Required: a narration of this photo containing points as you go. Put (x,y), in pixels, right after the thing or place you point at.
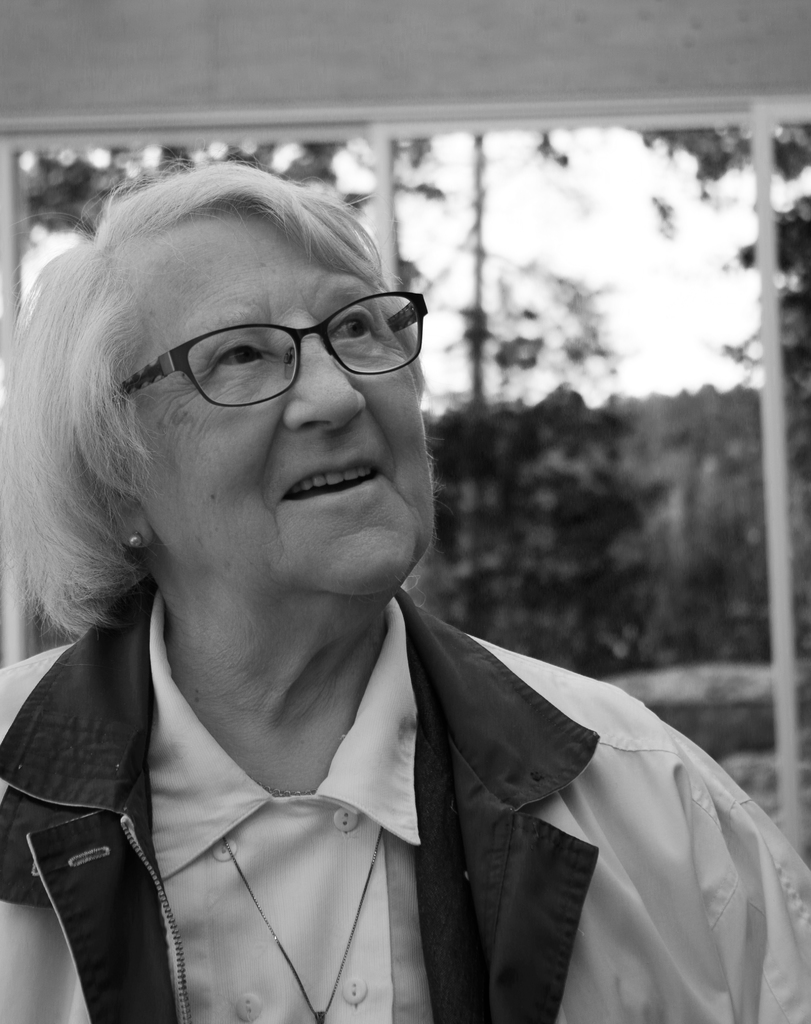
There is a woman (333,756) in white color jacket (694,899) smiling. In the background (783,529), there are white color poles (767,296) which are attached to the wall (455,38), there are trees (568,357) and clouds (631,253) in the sky (652,253).
